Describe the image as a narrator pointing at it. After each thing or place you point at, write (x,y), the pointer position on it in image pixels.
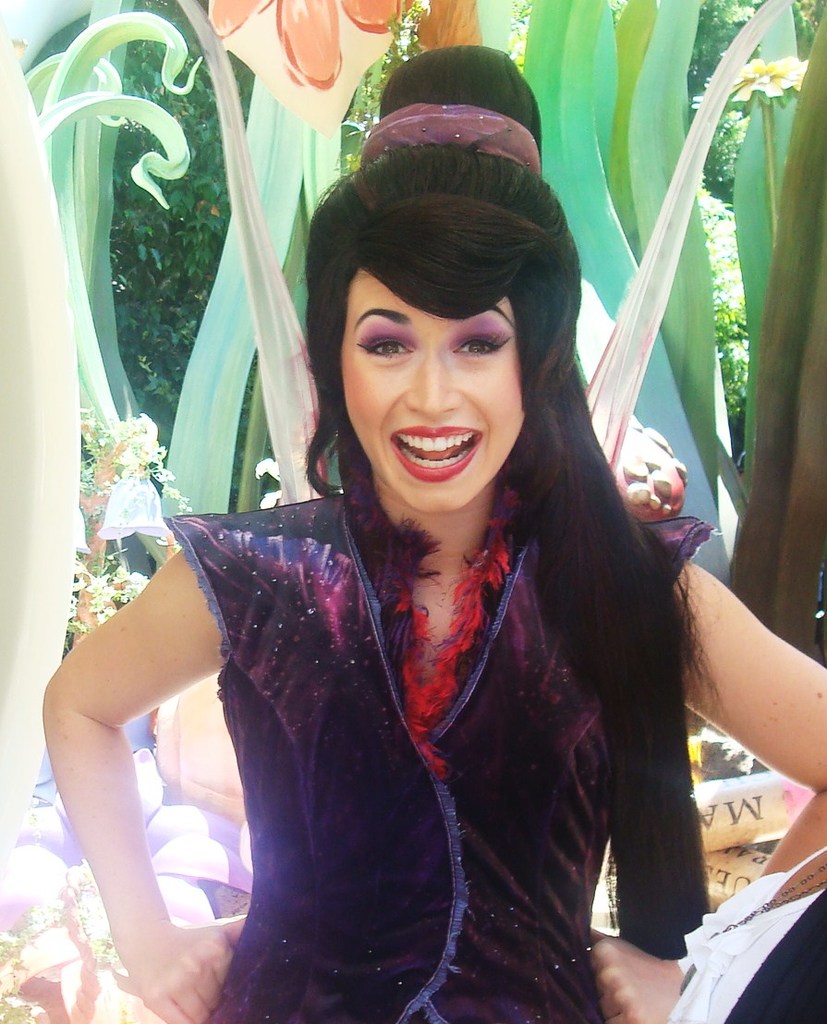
In this image I can see a woman (327,578) in the front (437,619) and I can see she is wearing purple colour dress (325,736). In the background (668,144) I can see few green colour things (592,159) and number of trees (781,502). On the bottom right side of this image (767,791) I can see few things (701,816) and on it I can see something is written.
